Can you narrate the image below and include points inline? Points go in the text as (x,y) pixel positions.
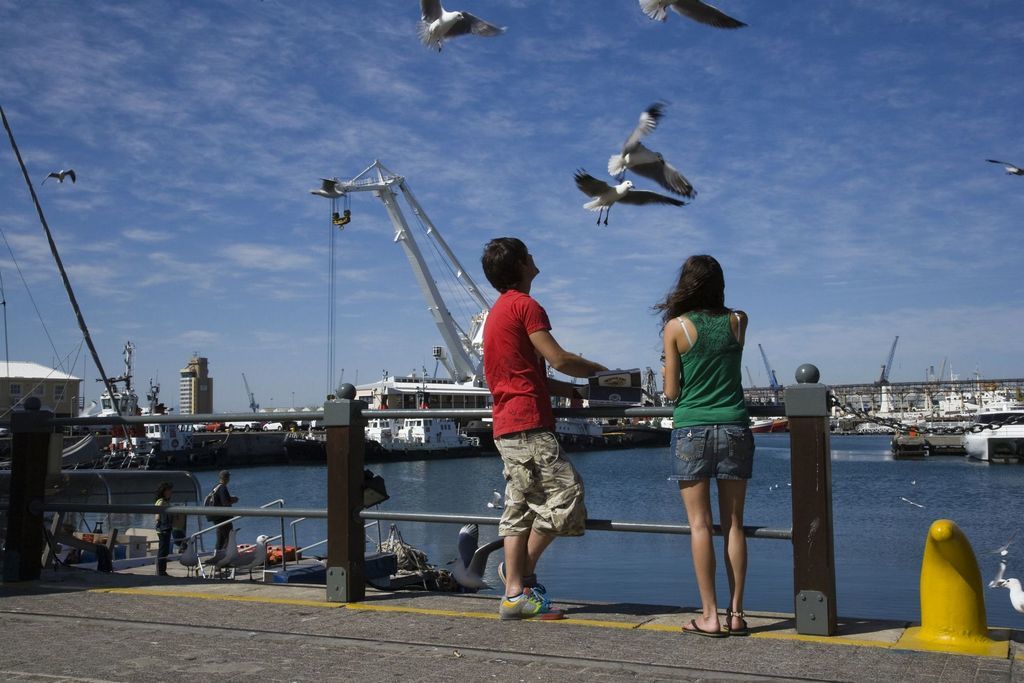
In this image we can see there are people (552,466) standing on the ground (385,613). And there is a fence (447,412), water (925,510), ships (426,401), boat (426,401), and there are birds (661,110) flying in the sky (401,120).
